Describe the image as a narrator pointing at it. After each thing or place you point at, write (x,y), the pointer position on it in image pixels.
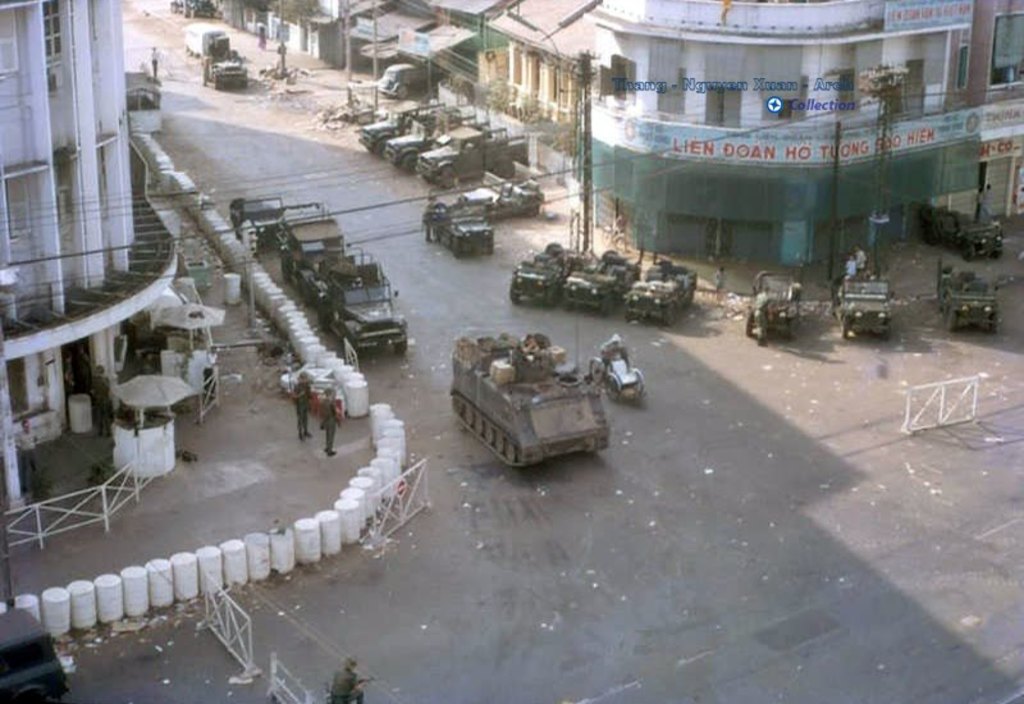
Here in this picture we can see tanker (507,413), jeeps (313,228) and trucks (300,232) present on the road (475,262) all over there and we can see military people (336,421) standing with weapons (360,682) here and there and we can see buildings (104,40) present on either side and we can see drums (382,409) arranged on the road (310,415) on the left side (313,519) and we can see electric poles (579,67) here and there and we can also see barricades (230,602) set up on the road (321,690) here and there.
